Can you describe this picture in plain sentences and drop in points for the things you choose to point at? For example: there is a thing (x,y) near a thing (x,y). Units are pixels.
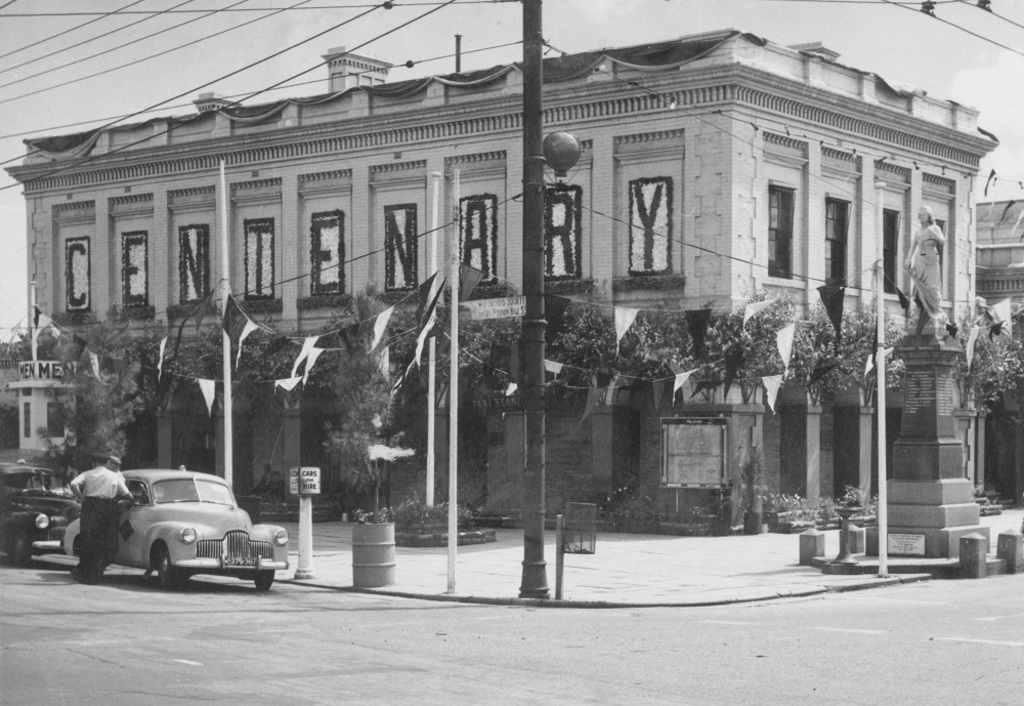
This is a black and white image. There are a few vehicles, poles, houses (987,217), wires (140,60), flags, people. We can see a statue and the ground (101,589) with some objects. We can see some plants (90,389) and the sky (943,77).
